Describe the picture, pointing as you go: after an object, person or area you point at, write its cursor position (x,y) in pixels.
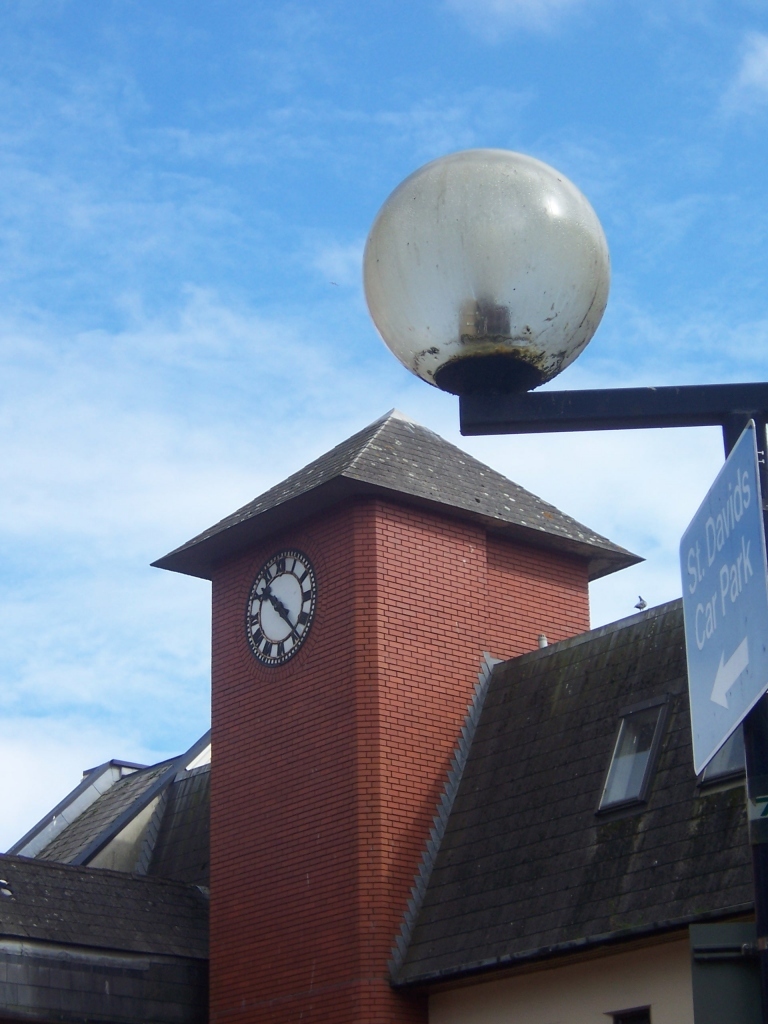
In this picture we can see a direction board (694,648), light (488,291), pole (537,396), bird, clock (263,593), buildings (294,878) and in the background (172,161) we can see the sky (206,412) with clouds (60,735).
